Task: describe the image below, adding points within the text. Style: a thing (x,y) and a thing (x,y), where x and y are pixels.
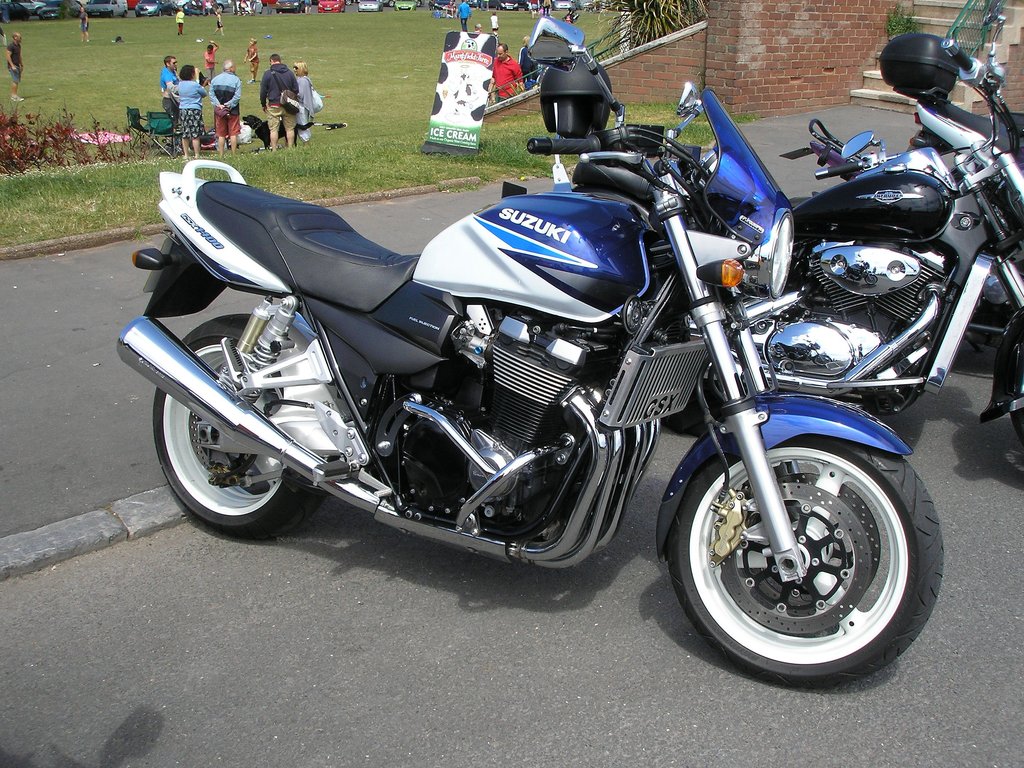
In front of the picture, we see the bikes (709,307) parked on the road (454,705). At the bottom (390,717), we see the road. In the middle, we see the people (496,65) are standing. Beside them, we see a wall (735,48) which is made up of brown colored bricks (730,75). On the left side (210,101), we see the grass (67,190), plants (4,165) and the people (197,101) are standing. Beside them, we see a black dog (264,126). In the background (88,8), we see the cars (117,12) and the trees (678,18). In the right top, we see the staircase (959,90).
